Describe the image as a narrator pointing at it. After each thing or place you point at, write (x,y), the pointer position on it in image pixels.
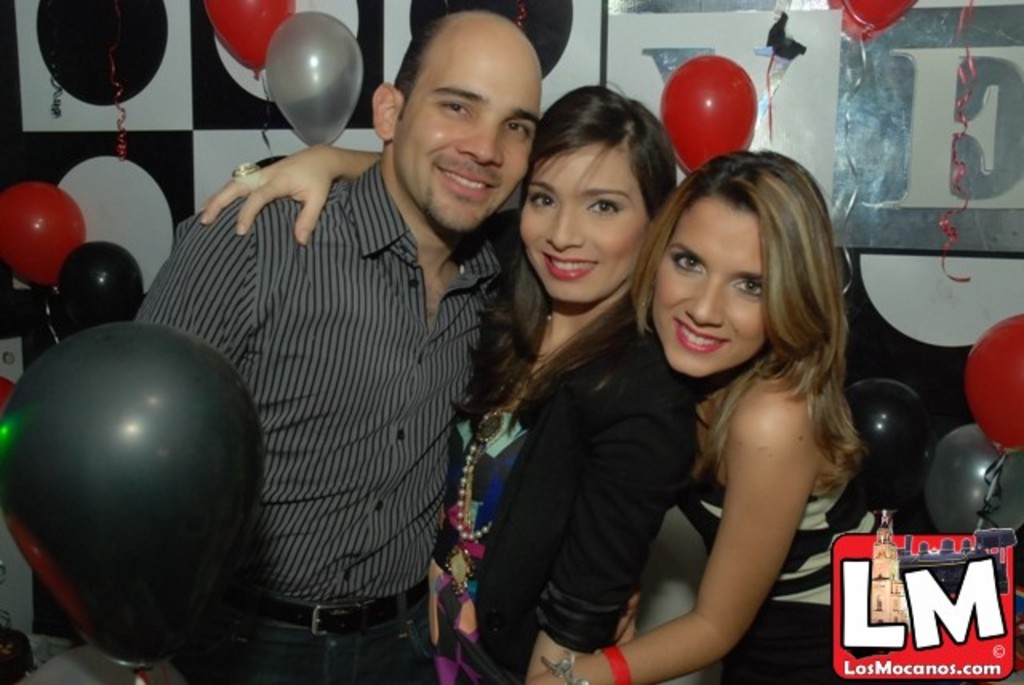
There are people (480,101) standing and smiling. We can see colorful balloons (956,451). In the background (793,19) we can see boards (991,236).
